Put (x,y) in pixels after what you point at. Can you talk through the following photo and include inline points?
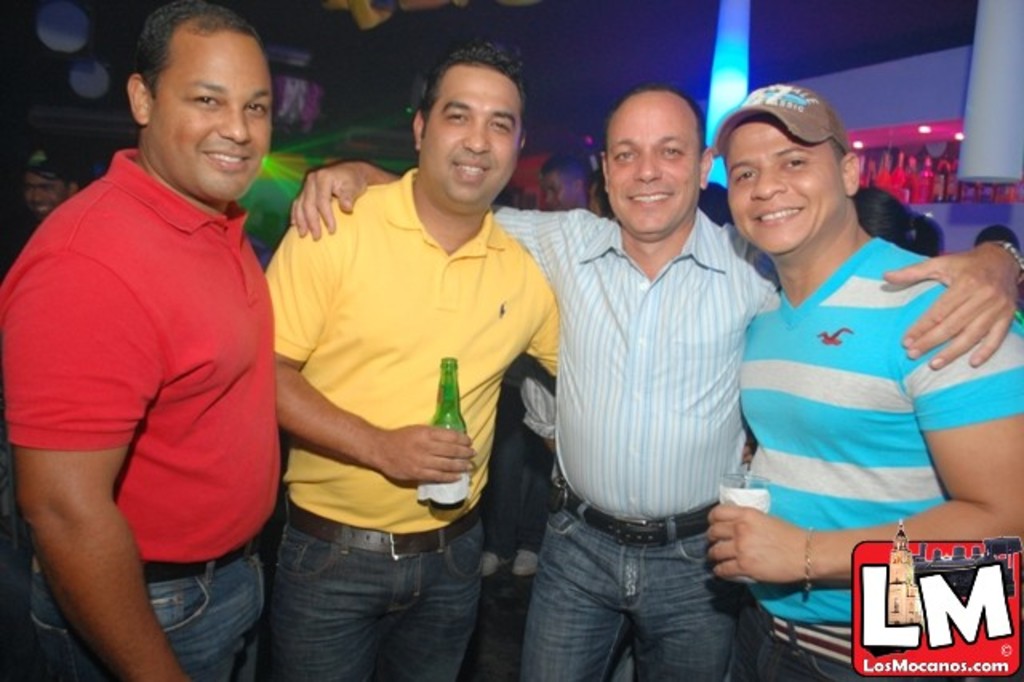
This picture describes about group of people (563,166), few people (137,167) are smiling, in the middle of the image (441,327) we can see a man (411,396), he is holding a bottle (455,381), in the background (949,179) we can find few bottles (960,188) in the racks (928,197) and lights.
